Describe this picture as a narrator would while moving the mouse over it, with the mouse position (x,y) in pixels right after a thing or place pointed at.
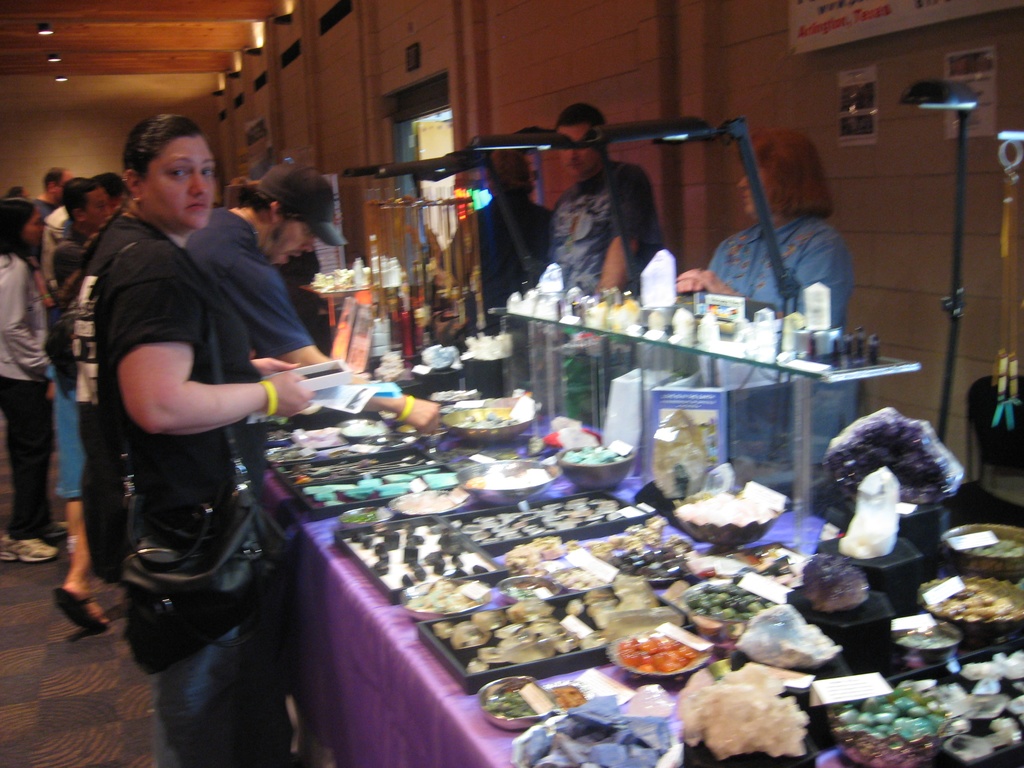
There are tables (273,483). On the tables (395,648) there are trays (447,620), bowls (505,492). On that there are stone items (660,650). There are many people (135,287). Lady (153,361) in the front (182,431) is wearing a bag (234,504). Near to her a person (275,317) is wearing a cap (296,198). On the right side (705,174) there is a wall (504,48). Also there are lights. In the back (77,214) there are many people (69,199).
